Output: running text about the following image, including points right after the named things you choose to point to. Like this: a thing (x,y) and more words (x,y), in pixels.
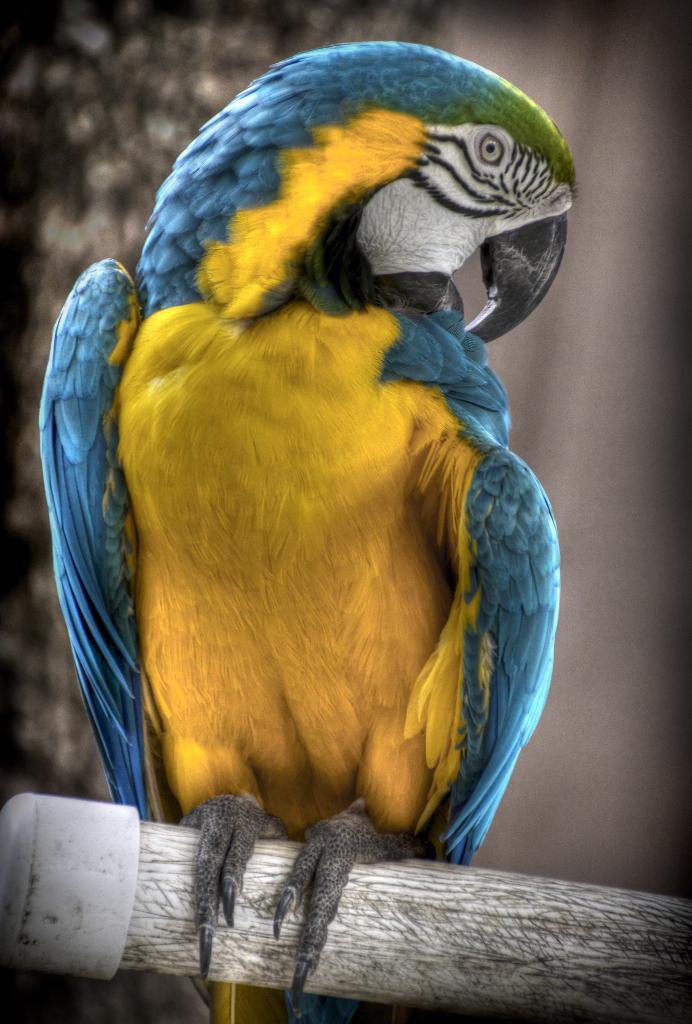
This is the picture of a bird (192,540) which is on the wooden stick (273,868).
